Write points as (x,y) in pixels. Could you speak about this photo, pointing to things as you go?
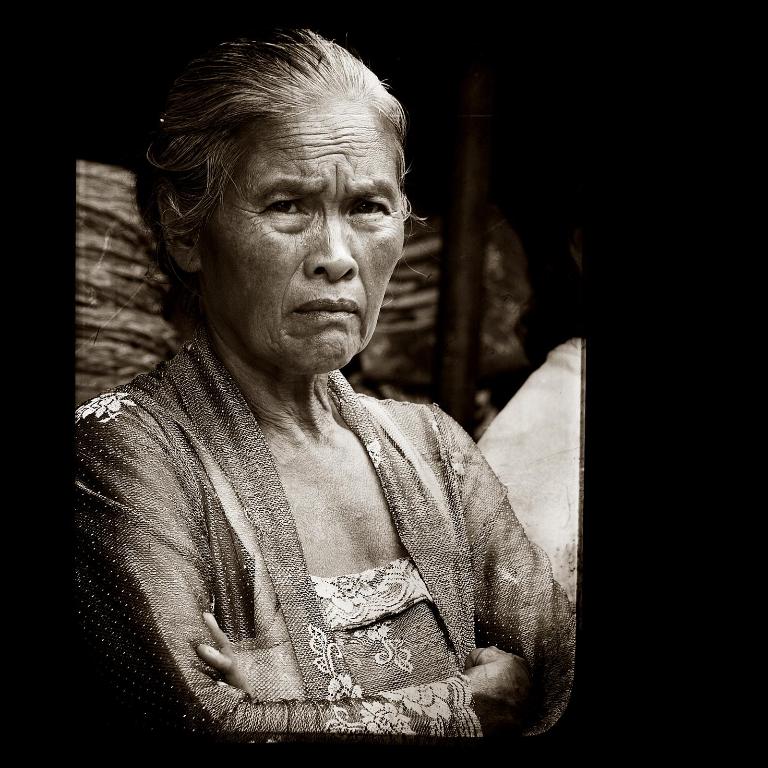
In this picture I can see there is a woman (479,470), she is looking at left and there is a wooden pole (444,339) and few objects (119,321) placed behind her and there is a person (540,426) sitting next to her.
